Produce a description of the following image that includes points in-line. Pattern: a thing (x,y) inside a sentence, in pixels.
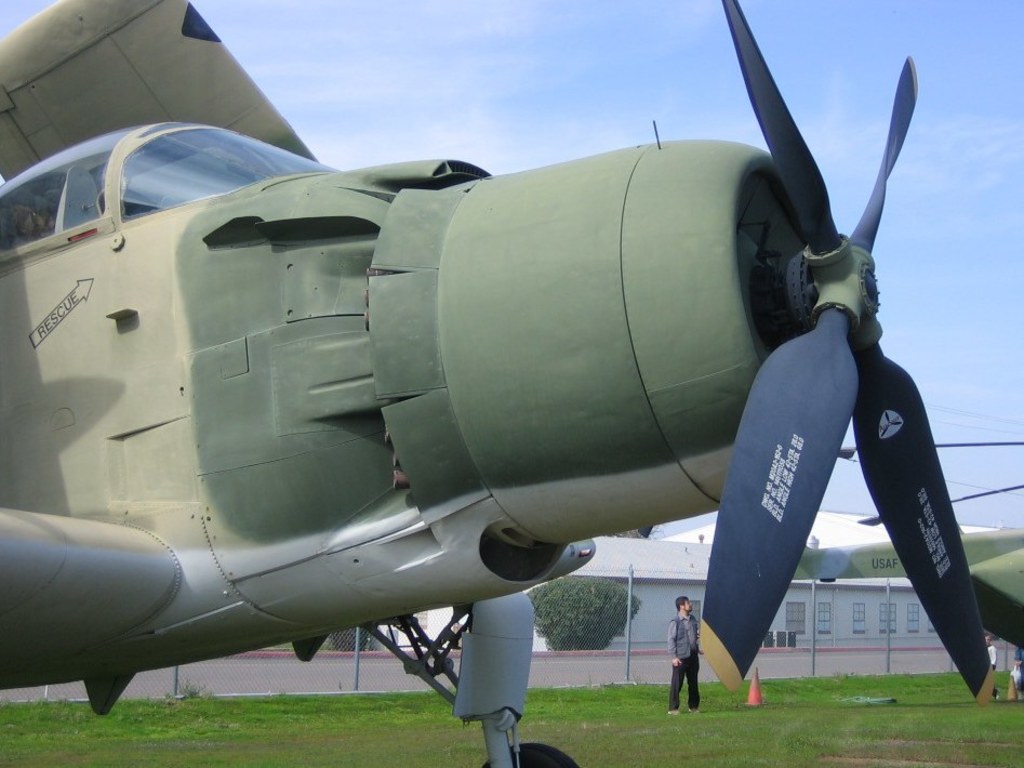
In this picture, we see an aircraft (419,424) in green color. It has spinners (897,441) in blue color. Beside that, we see a man (690,673) in grey shirt (694,631) is standing. Beside him, we see a traffic stopper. Behind him, we see poles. At the bottom of the picture (380,728), we see the grass (556,727). On the right side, we see another aircraft (982,540). In the background (791,630), we see trees (563,613) and a building (637,587) in white color. At the top of the picture (473,111), we see the sky (536,23).
